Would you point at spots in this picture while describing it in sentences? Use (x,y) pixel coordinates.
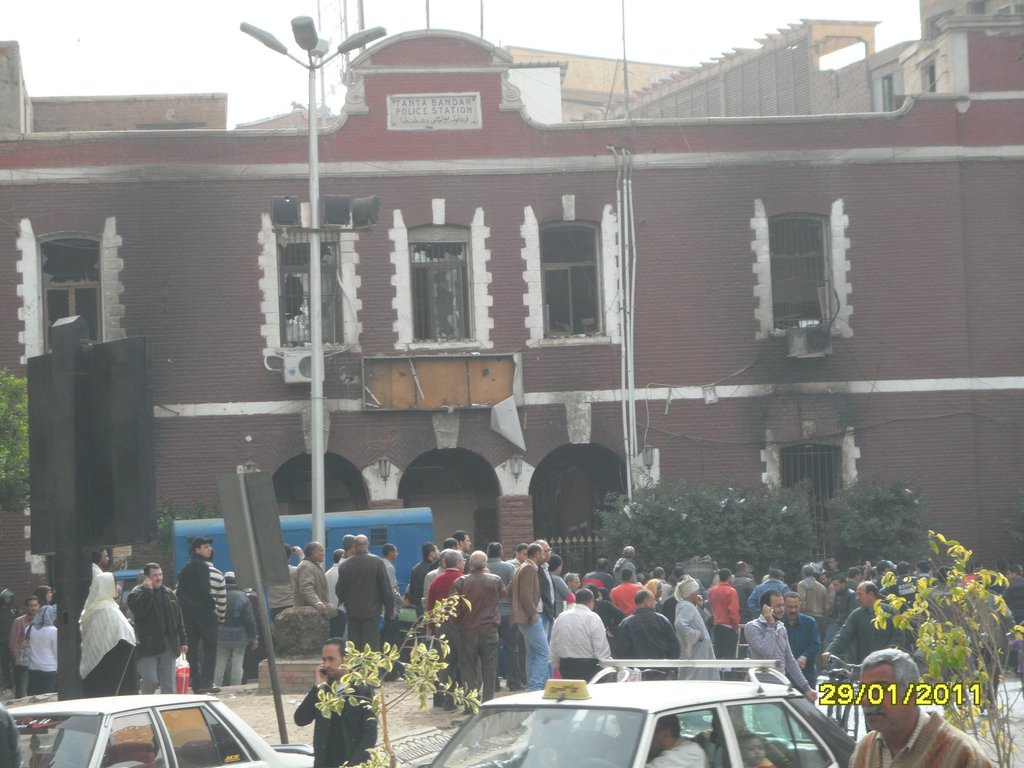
There are two cars (164,765) placed in front of the image in which there are passengers (753,736). Here there are two plants (895,626) placed. There are many people (354,709) in the background of the image (349,590). This is building (896,186) and these are windows (439,313). This is the street light (301,36) and pole (314,193). This is the sky (237,56).
